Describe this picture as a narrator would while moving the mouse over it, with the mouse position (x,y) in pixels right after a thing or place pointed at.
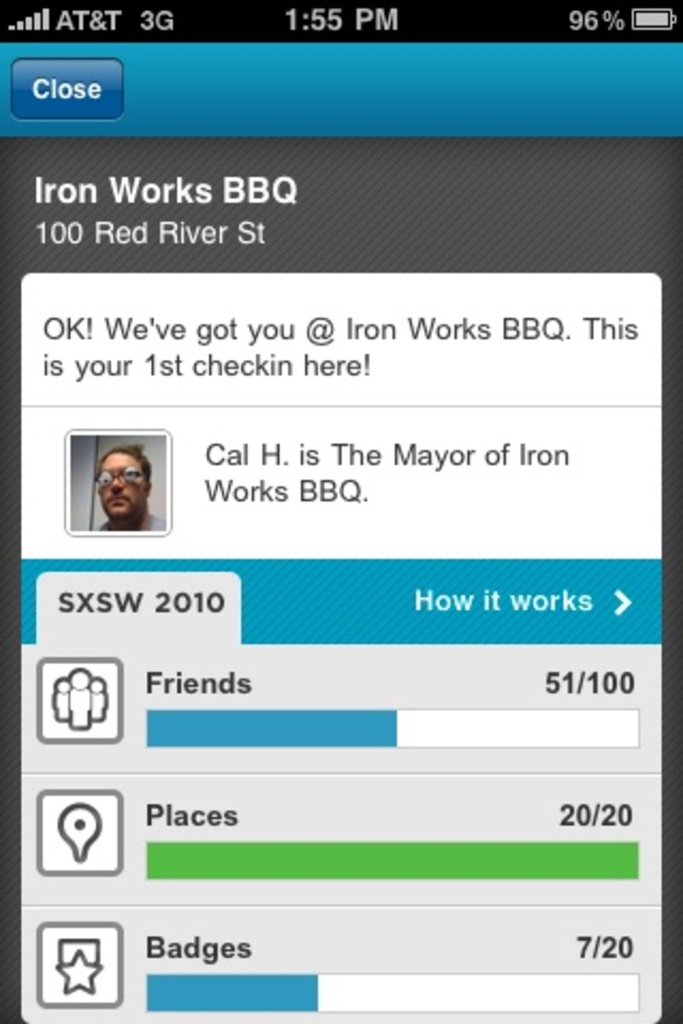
In this picture we can see a screen (510,514) and on this screen (436,917) we can see a person (149,515), symbols (94,714) and some text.
